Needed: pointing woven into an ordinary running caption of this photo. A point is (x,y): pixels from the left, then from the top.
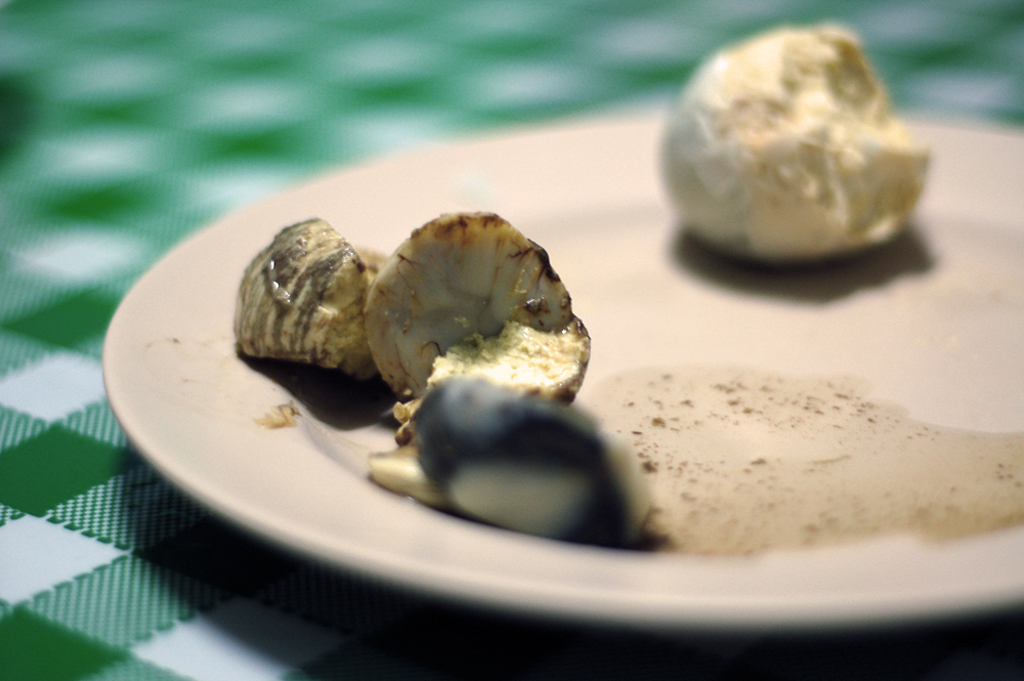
In this image there is a table (158,158), on that table (65,474) there is a plate (365,568) in that plate (610,421) there is food item (510,389).
